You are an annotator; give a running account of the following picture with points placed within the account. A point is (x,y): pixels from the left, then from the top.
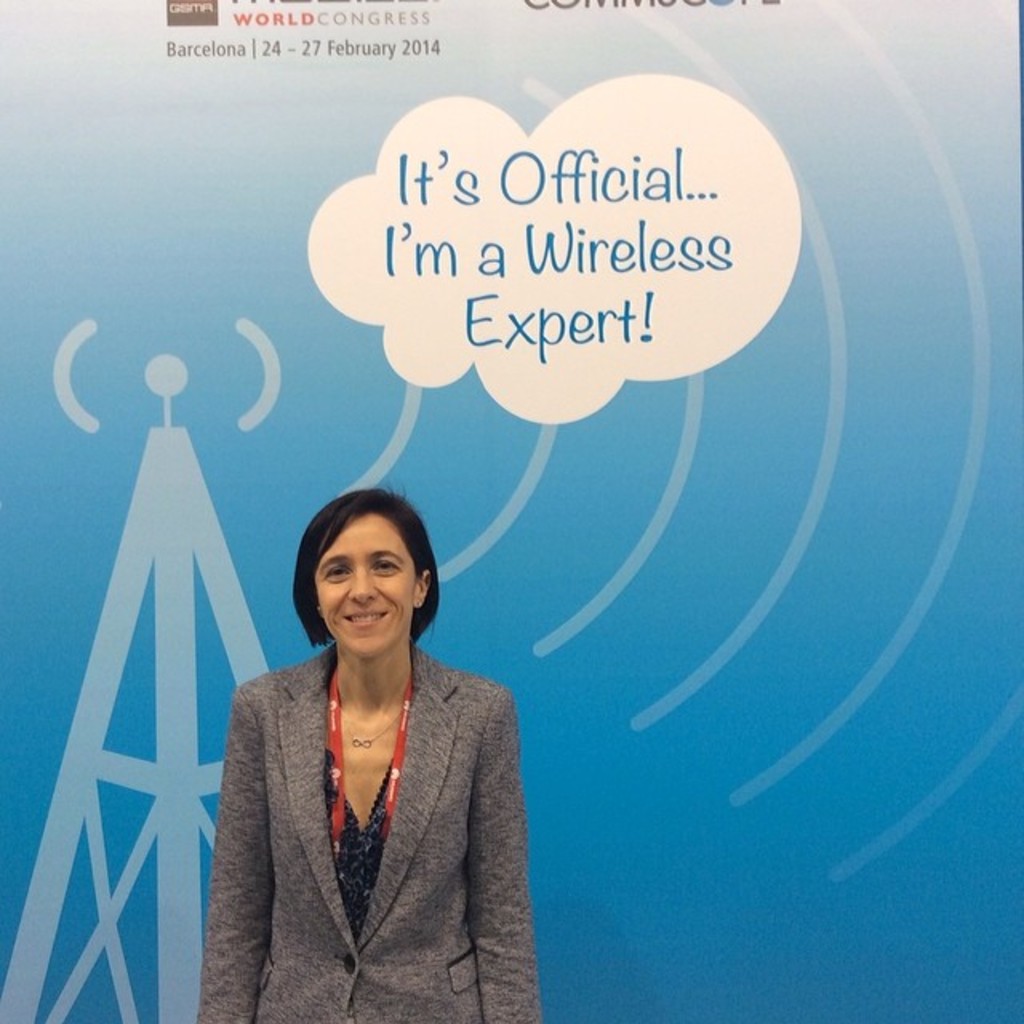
This is the woman (363,809) standing and smiling. I think this is a hoarding (266,438) with the pictures (165,537) and letters (622,261) on it.
